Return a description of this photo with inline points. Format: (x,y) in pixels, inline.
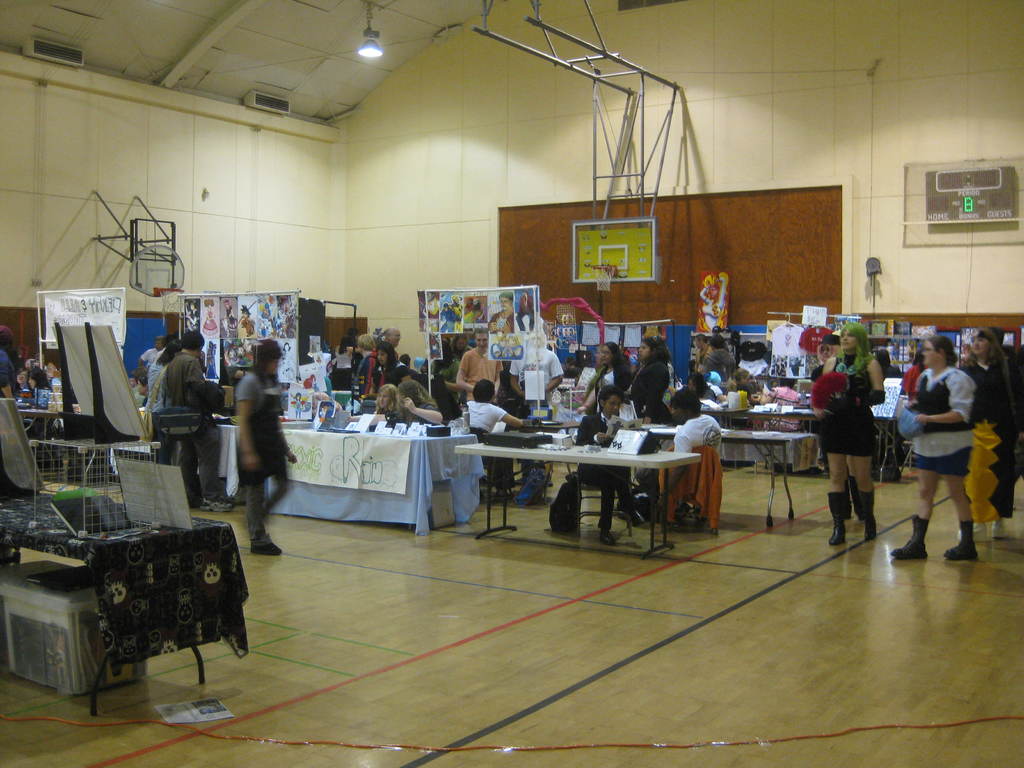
This is the picture of a place where we have some chairs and tables (617,460) and some things (498,443) placed on the tables (423,442) and there are some people (481,424) sitting on the chairs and some standing there is also a notice board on which there is a thing (495,309) placed on it
